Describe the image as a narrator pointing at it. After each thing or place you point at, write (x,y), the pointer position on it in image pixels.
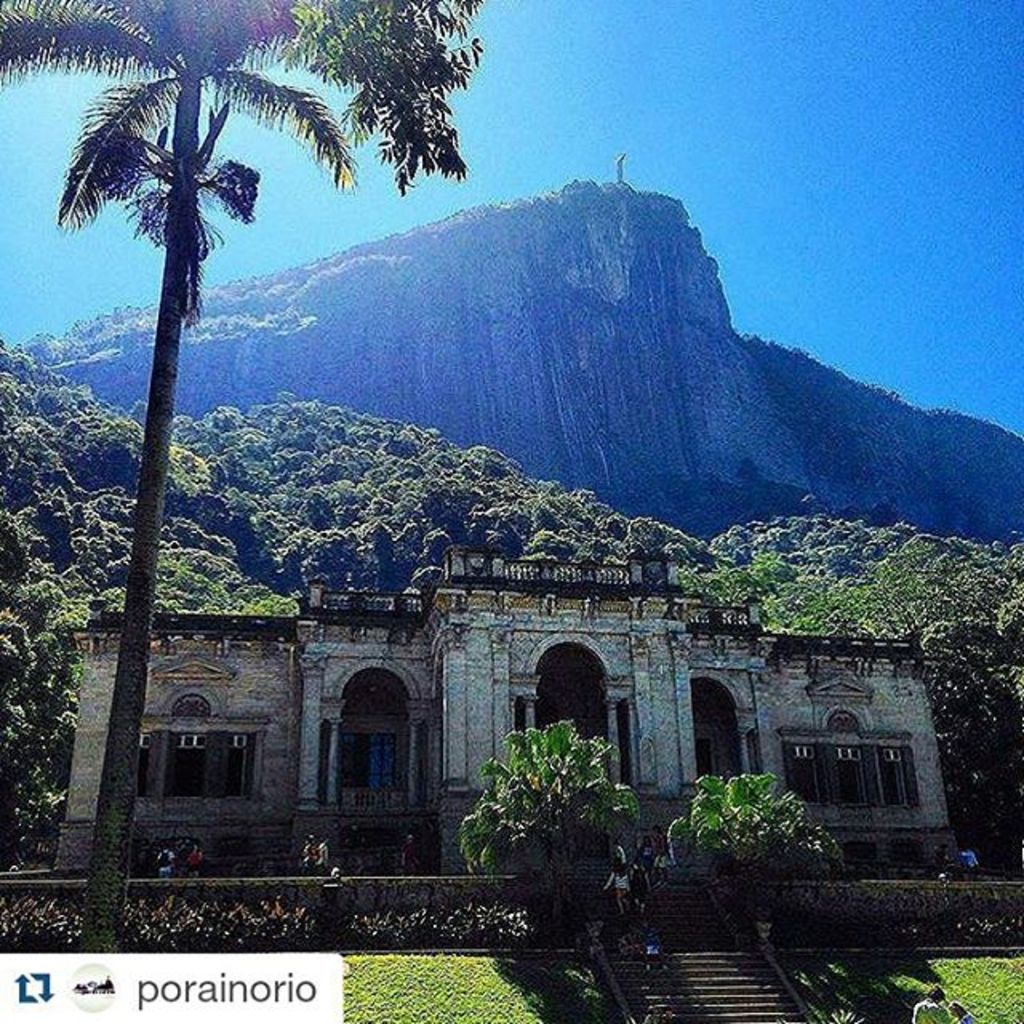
In this picture I can see group of people (664,837), building (633,837), trees (100,416), hill (388,400), and in the background (849,256) there is sky (754,268) and a watermark (338,1010) on the image.
